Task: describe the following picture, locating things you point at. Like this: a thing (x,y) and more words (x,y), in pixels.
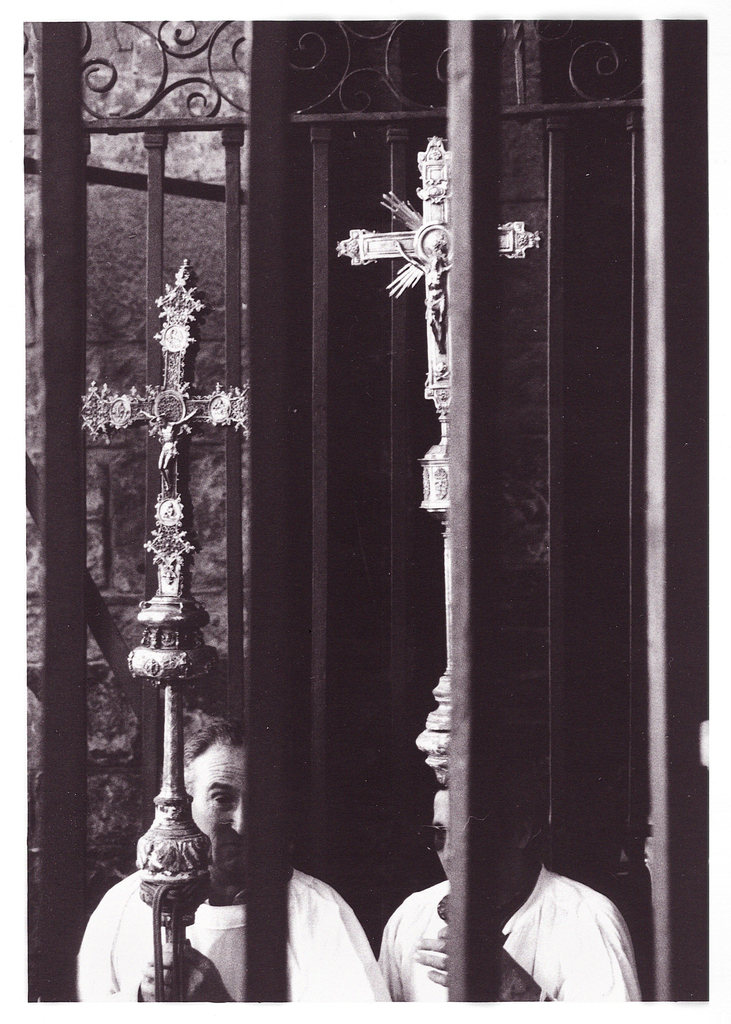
In this image we can see two persons (207,795) holding the objects (178,831) and also we can see the fence (281,852) and in the background (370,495) we can see the wall (366,363).
